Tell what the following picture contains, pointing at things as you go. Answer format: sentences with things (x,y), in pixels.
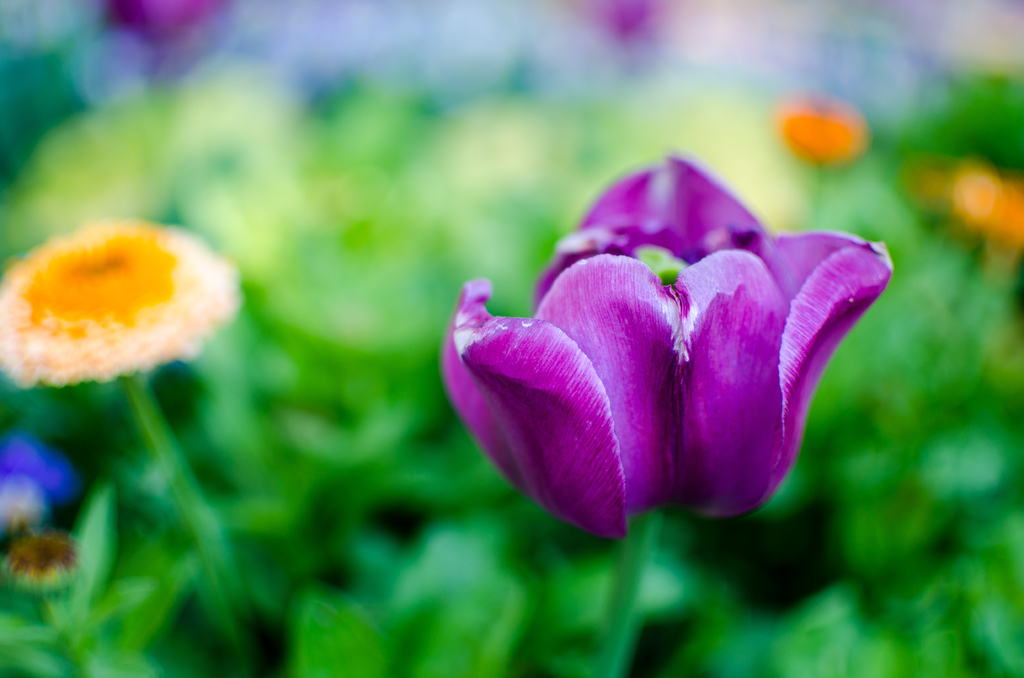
In this image, in the middle (613,403), we can see a flower (577,395). On the left side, we can also see another flower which is in yellow color. On the left side (6,492), we can also see blue color. On the right side (838,153), we can see two flowers (845,138) which are in orange color. In the background (935,629), we can see green color and white color.
